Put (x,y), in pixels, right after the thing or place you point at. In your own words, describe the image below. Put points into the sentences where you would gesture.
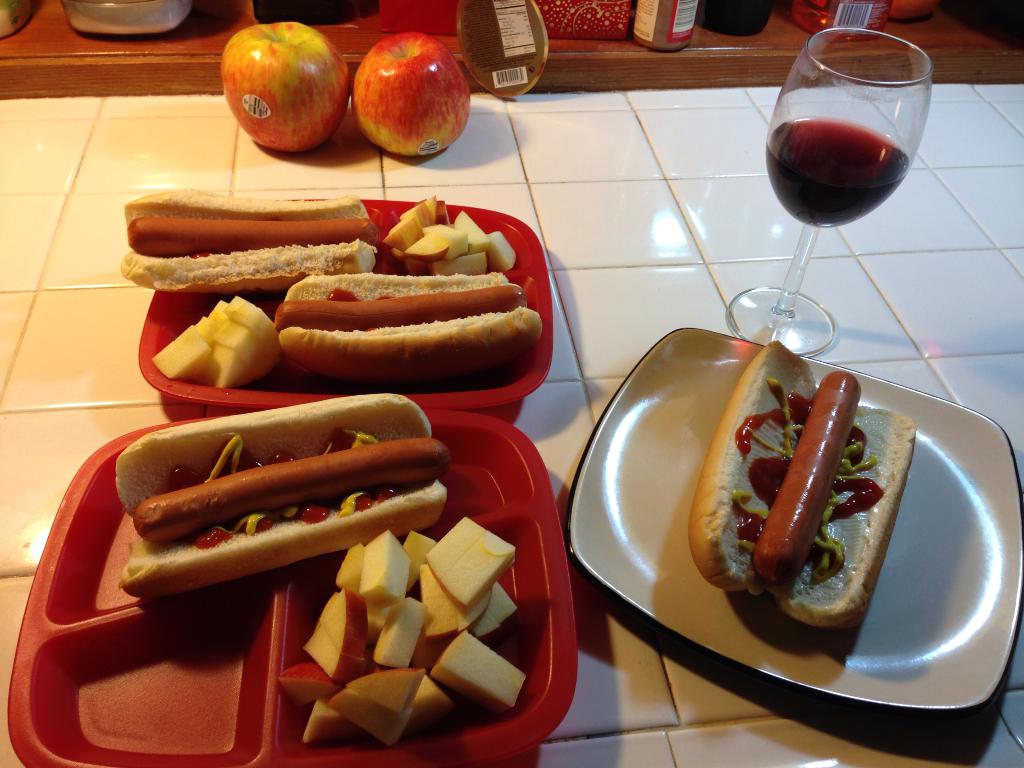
In this image we can see some food items (509,357) on the plate (477,390), there is a glass of drink (831,132), there are two apples (383,97), also we can see some jars (663,5), and boxes (563,22) on the wooden surface (962,36).
